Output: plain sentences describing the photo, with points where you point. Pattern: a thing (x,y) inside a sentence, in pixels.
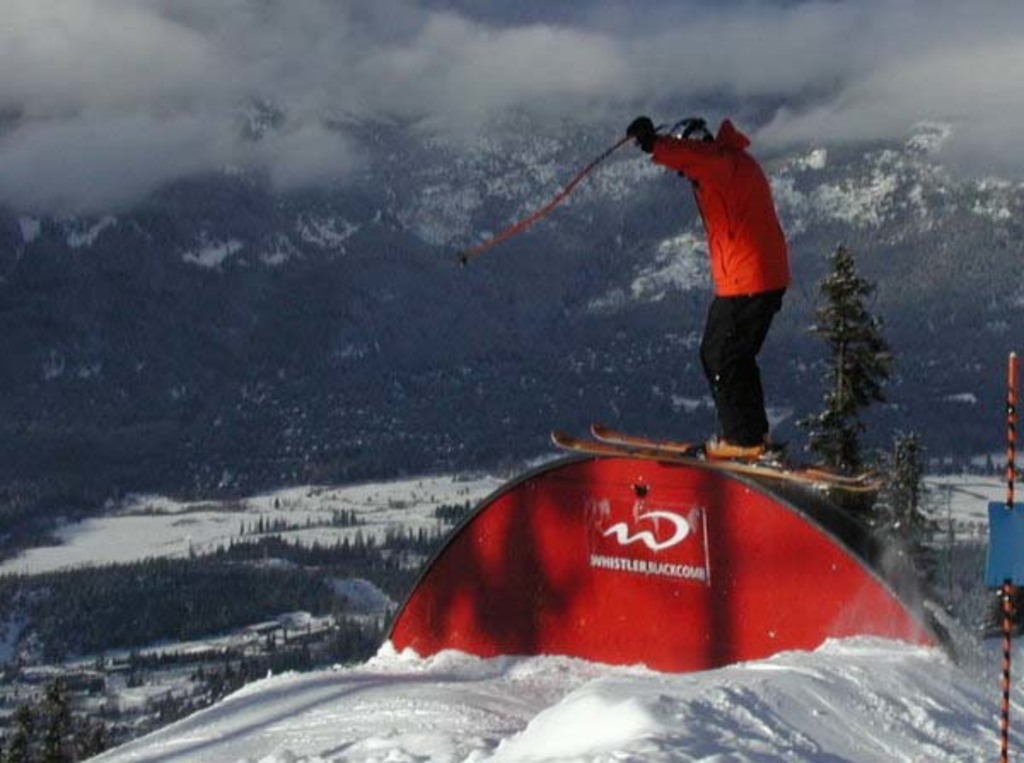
In this image, we can see a person (767,187) holding some object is standing on a red colored object (656,595). We can see some trees (404,572), plants (354,645) and mountains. We can see the ground (357,602) covered with snow (981,733). We can also see the clouds (293,163). We can also see an object (997,518) on the right (1006,628).
